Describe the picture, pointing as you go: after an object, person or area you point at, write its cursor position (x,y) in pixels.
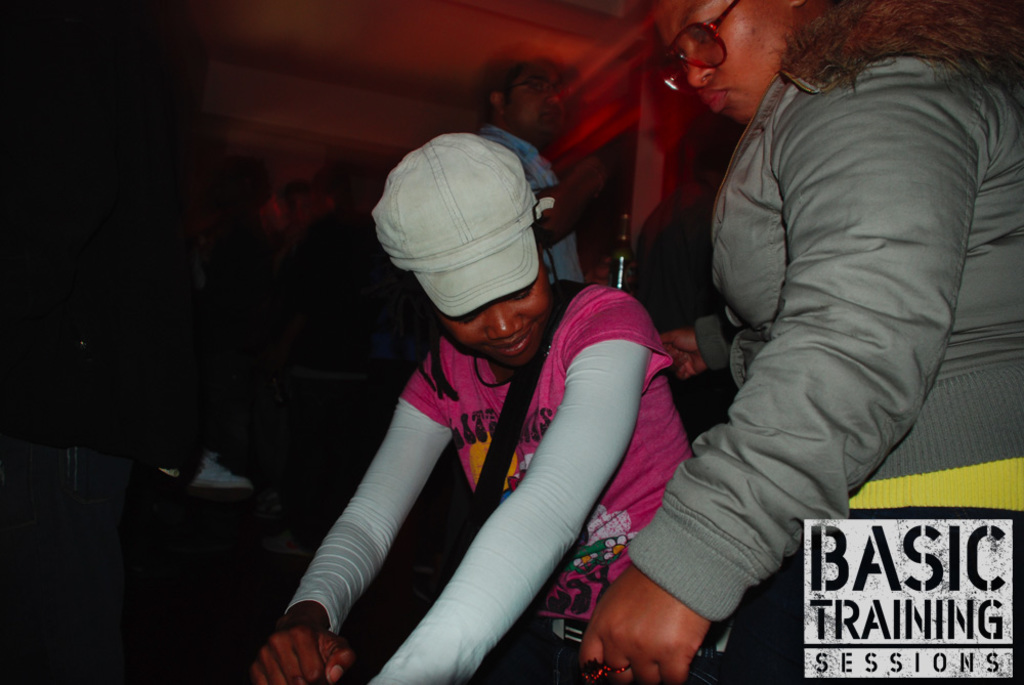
On the right side (927,292), there is a woman (906,144) in a gray color jacket (915,222), wearing a spectacle (722,16) and holding a belt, which is attached to another person (520,266) who is in pink color T-Shirt (494,407). On the bottom right (936,541), there is a watermark (837,533). In the background (698,199), there is another person (547,221) standing, there is a roof (227,90), a wall (221,69) and other objects (616,247). And the background (661,226) is dark in color.
